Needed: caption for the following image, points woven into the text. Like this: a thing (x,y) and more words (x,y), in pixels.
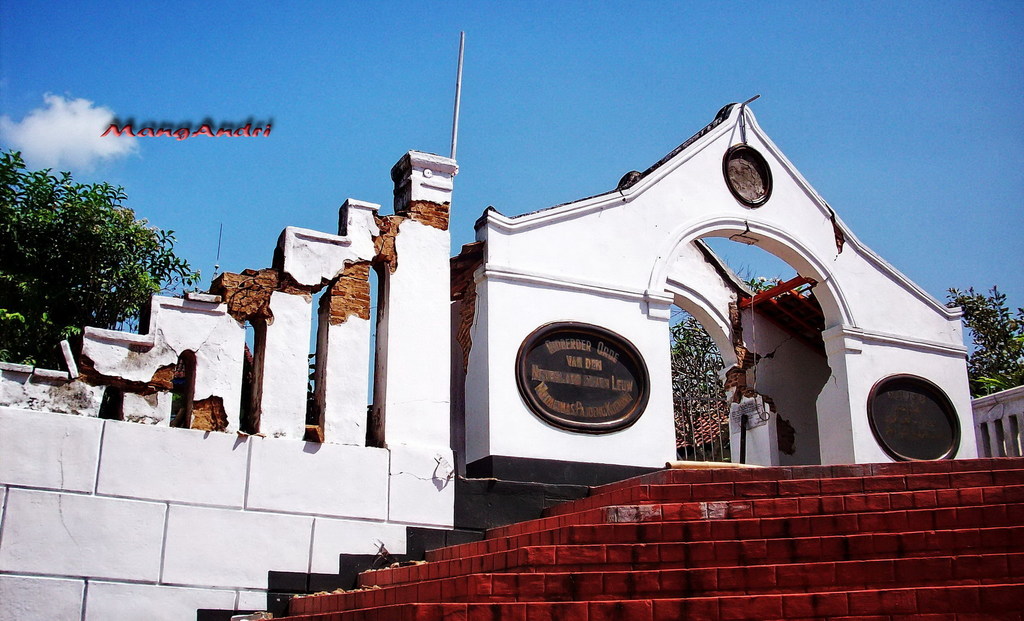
In the picture I can see collapsed building (460,436), stairs (726,488) and some trees (92,319).
